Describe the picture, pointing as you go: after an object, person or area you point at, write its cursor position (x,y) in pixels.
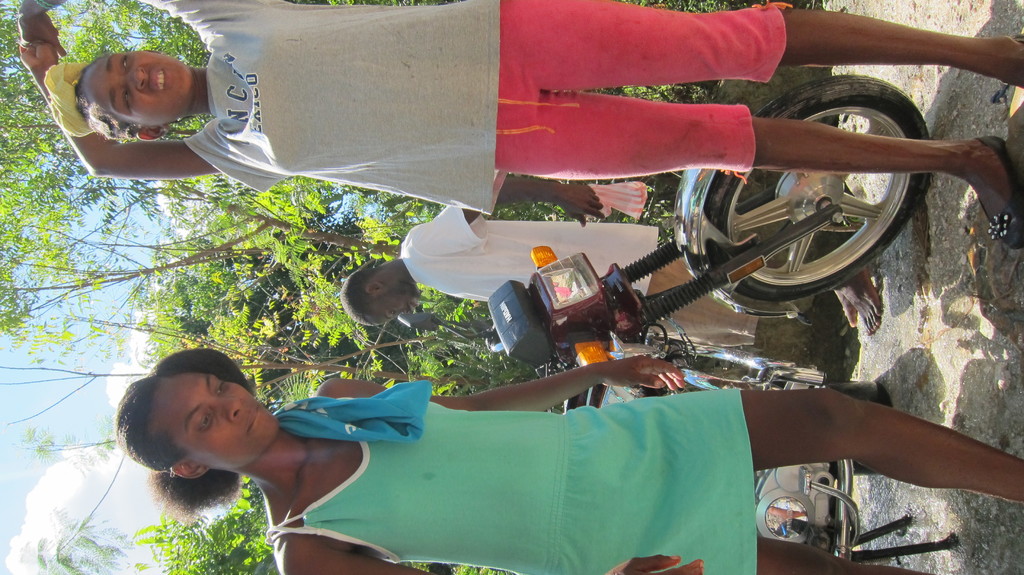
There is a woman (498,510) in green color dressing (432,519), keeping a blue color cloth (311,415) on her shoulder (306,428) and standing on the ground (980,506), near a girl (598,84) who is in gray color t-shirt (224,64), standing. Beside them, there is a bike (596,281) parked, near a person (520,249) who is in white color t-shirt (598,262). In the background (786,325), there is a rocky path (789,339), there are trees (62,534) and there are clouds (42,531) in the blue sky (53,379).
